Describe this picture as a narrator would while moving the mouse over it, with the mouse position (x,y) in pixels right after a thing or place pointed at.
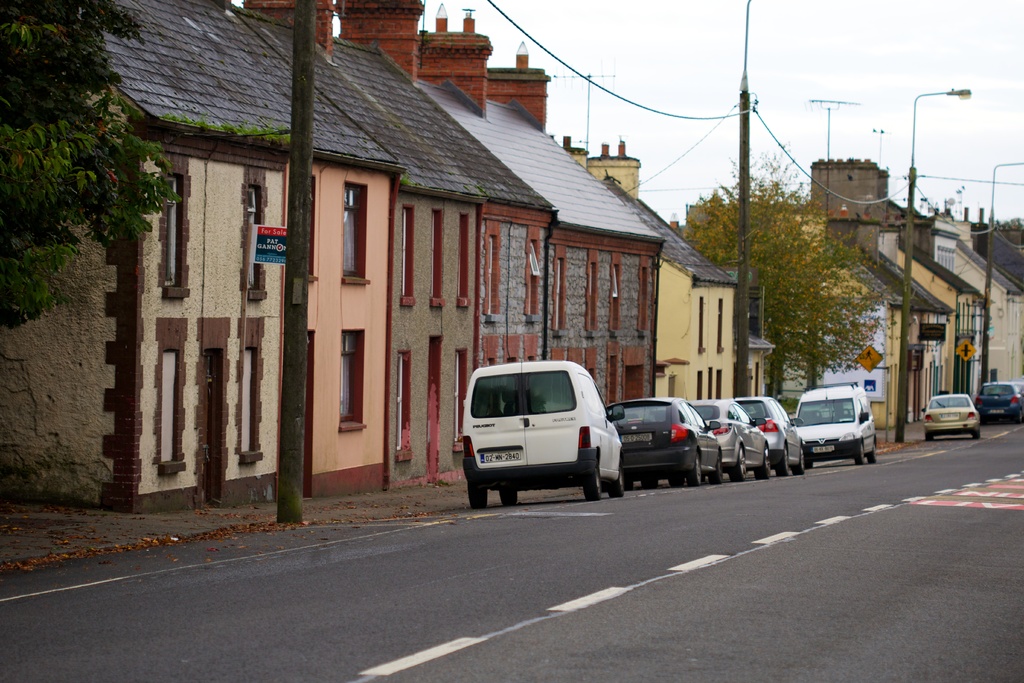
These are the cars (825,426), which are parked on the road (941,502). I can see the houses (479,328) with the windows (351,407). I think these are the current poles (298,501) with the current wires (891,196). This looks like a street light (903,325). These are the trees (857,334). I can see the sign boards (942,328). Here is the sky (892,39).
